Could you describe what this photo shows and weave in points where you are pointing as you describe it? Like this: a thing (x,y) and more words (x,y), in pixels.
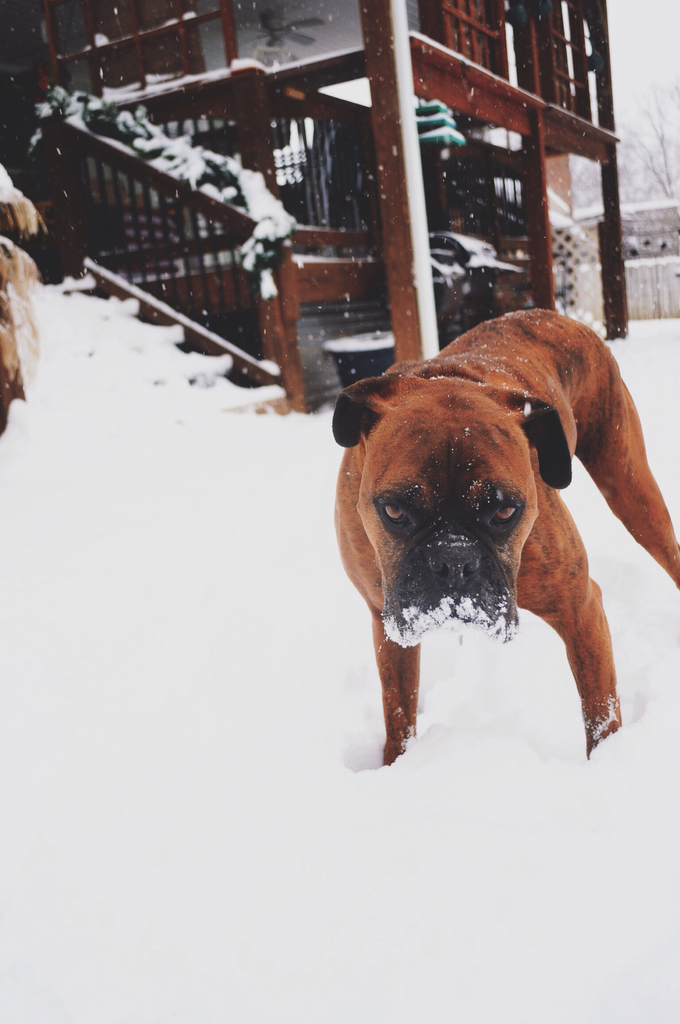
In this image in the foreground (494,429) there is one dog (469,544), at the bottom (480,817) there is snow (606,802) and in the background (330,250) there are some houses (511,238).
